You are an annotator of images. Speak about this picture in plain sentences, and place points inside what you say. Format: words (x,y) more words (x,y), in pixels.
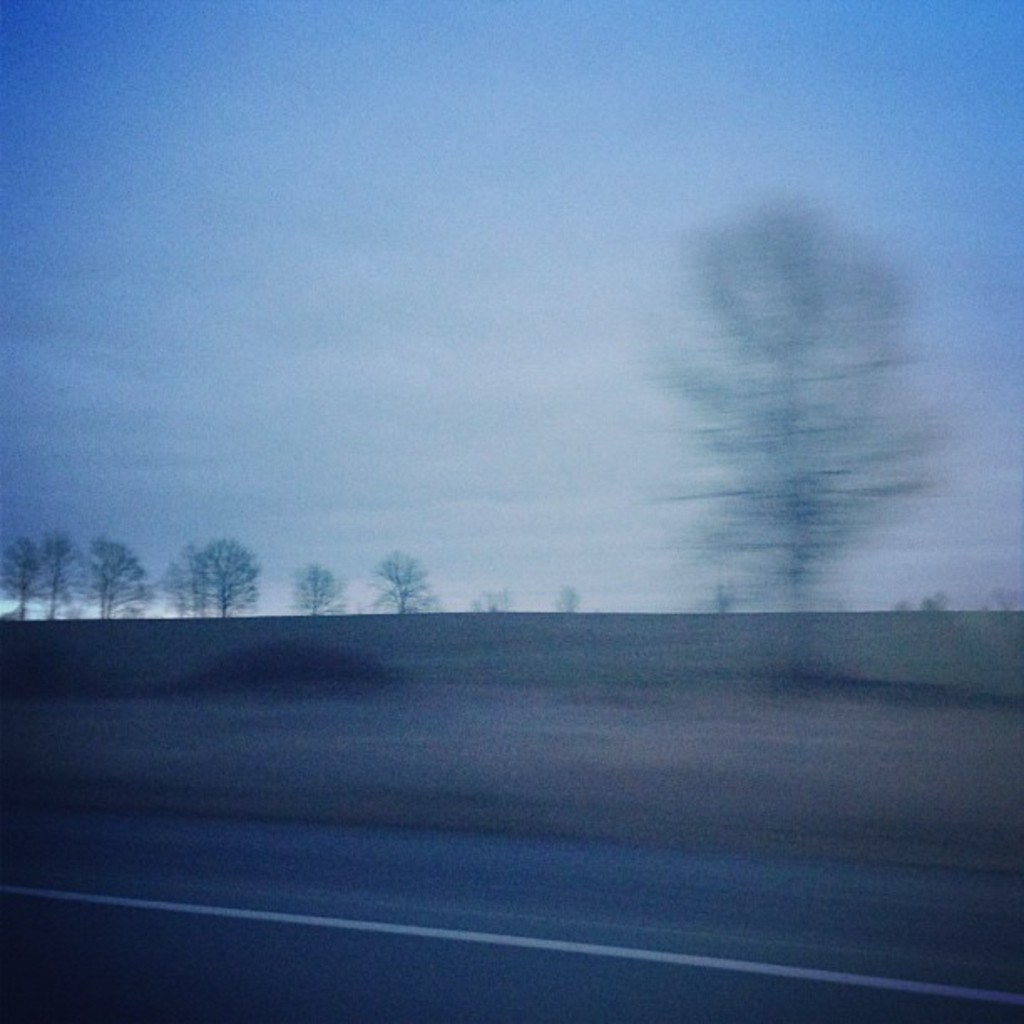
In front of the image there is a road (629,905). In the background of the image (563,576) there are trees (898,460) and sky (377,300).
